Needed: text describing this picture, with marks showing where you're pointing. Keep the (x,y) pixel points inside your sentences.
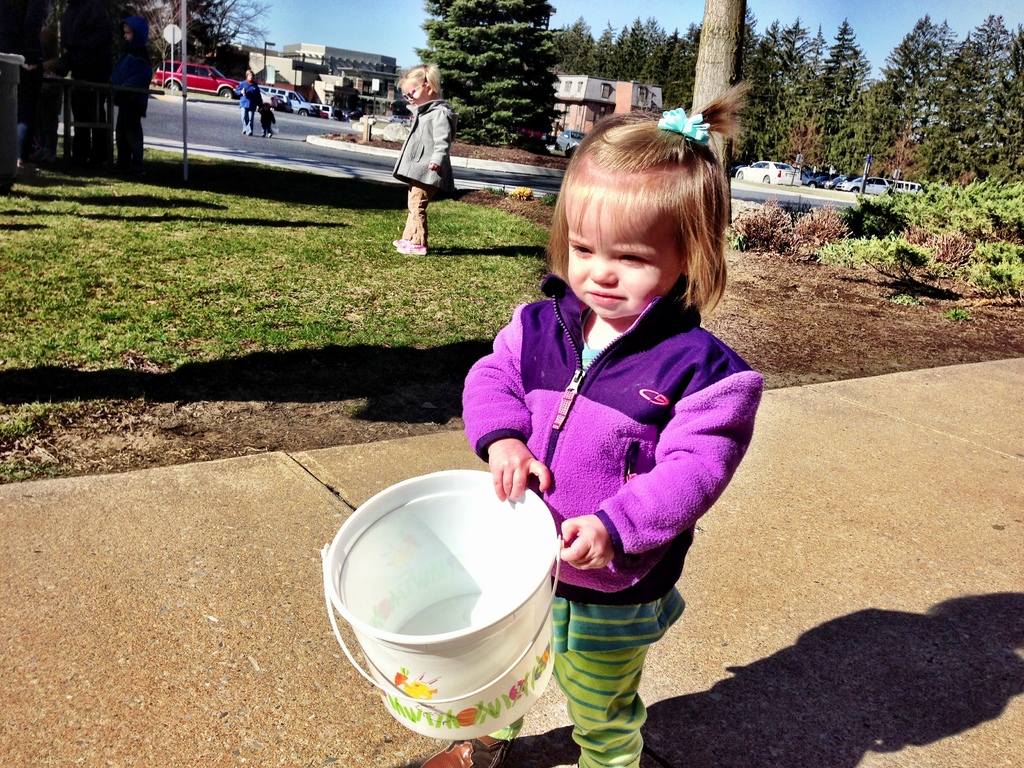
In this image we can see a child (517,455) holding a bucket (383,594). In the back (400,158) there is another child (439,181). On the ground (240,284) there is grass (191,303). In the back (157,133) there is a road (171,134). Also there are few people (266,108). Also there are vehicles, trees (532,70), buildings (363,70) and there is sky (319,35).
